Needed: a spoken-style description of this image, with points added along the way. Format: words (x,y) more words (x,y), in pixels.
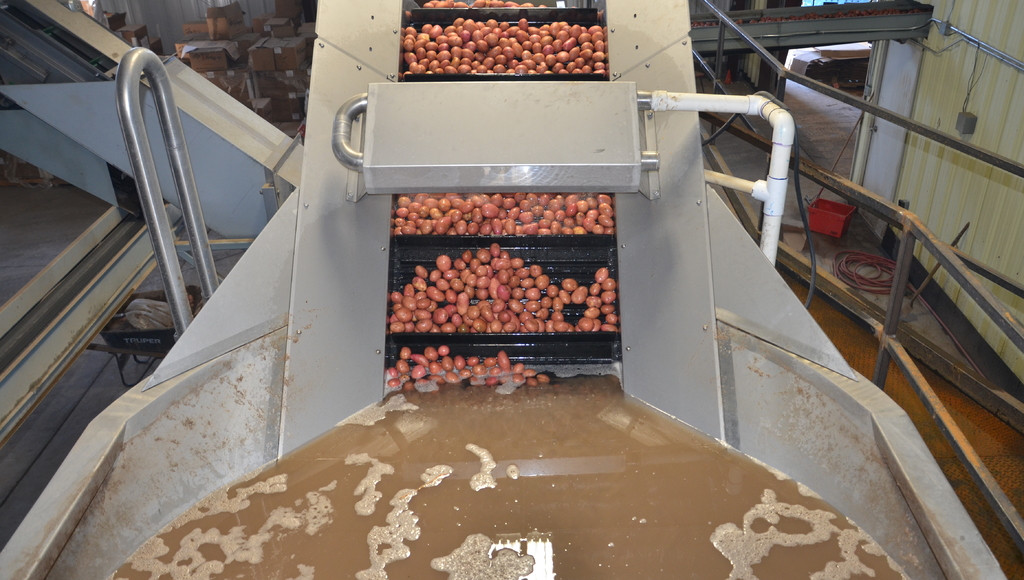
In this image we can see potatoes (502,300) in the processing machine (526,241), pipelines (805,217), cardboard cartons (220,60), trolley (128,332), plastic containers (828,227) and walls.
